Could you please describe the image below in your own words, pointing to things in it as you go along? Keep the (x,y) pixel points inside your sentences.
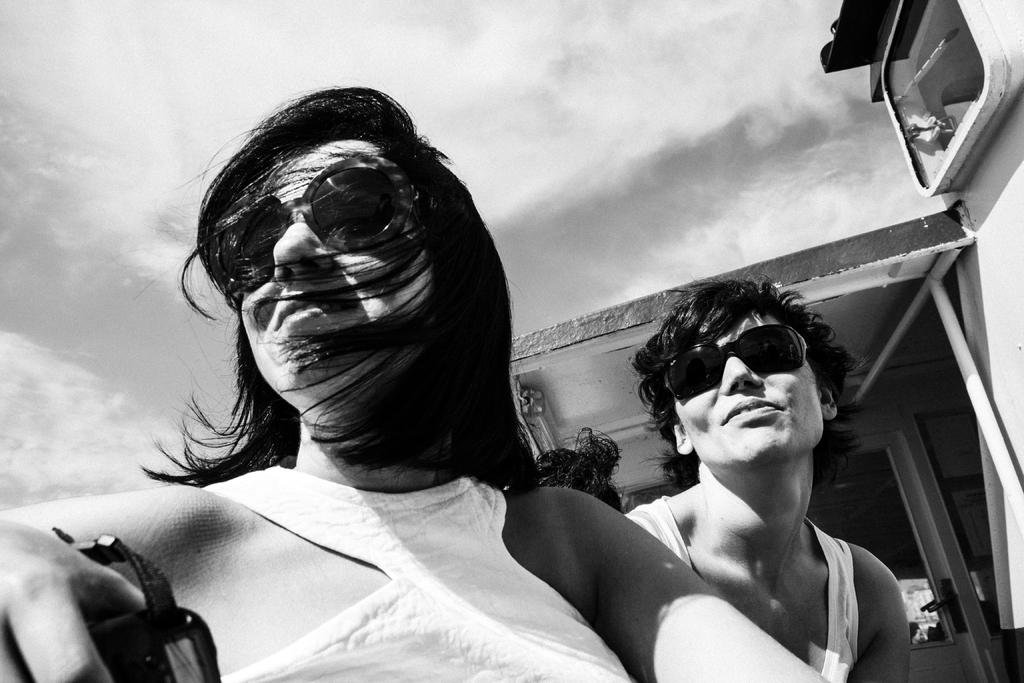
This is a black and white image. On the left side (310,526), there is a woman (300,408) wearing sunglasses (363,194). Behind her, there is a person (794,544) wearing sunglasses (761,337) and smiling. In the background (829,215), there is a shelter (993,290) and there are clouds (907,192) in the sky (526,128).
